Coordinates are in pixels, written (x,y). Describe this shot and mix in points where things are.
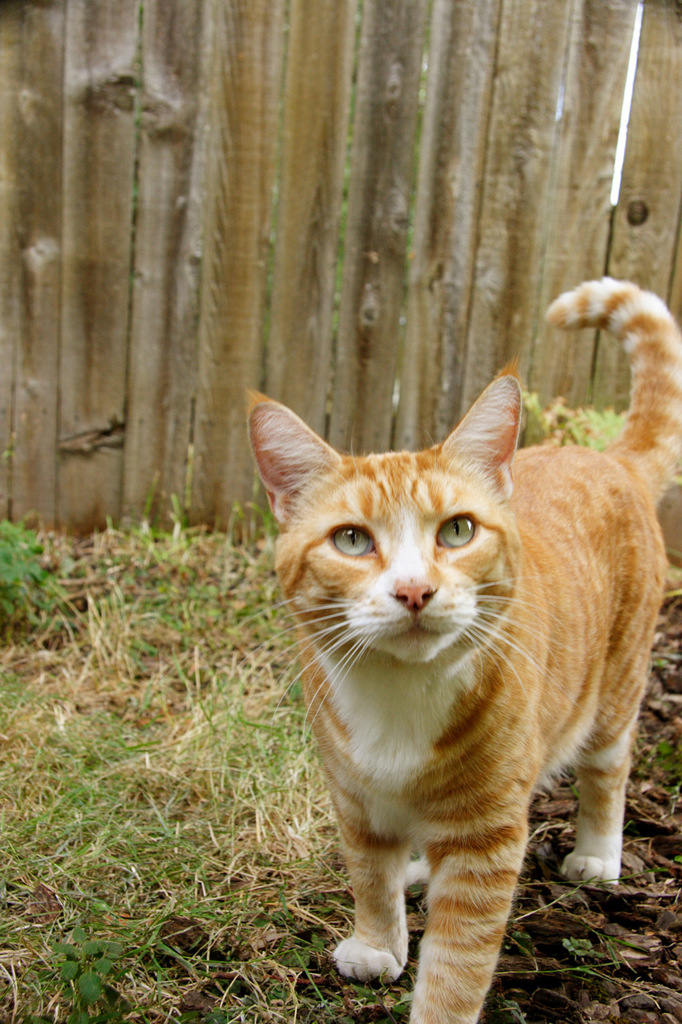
In this image there is a cat (528,588) standing on the ground (543,963). There is grass (160,866) on the ground (163,817). Behind it there is the wooden wall (305,248).
